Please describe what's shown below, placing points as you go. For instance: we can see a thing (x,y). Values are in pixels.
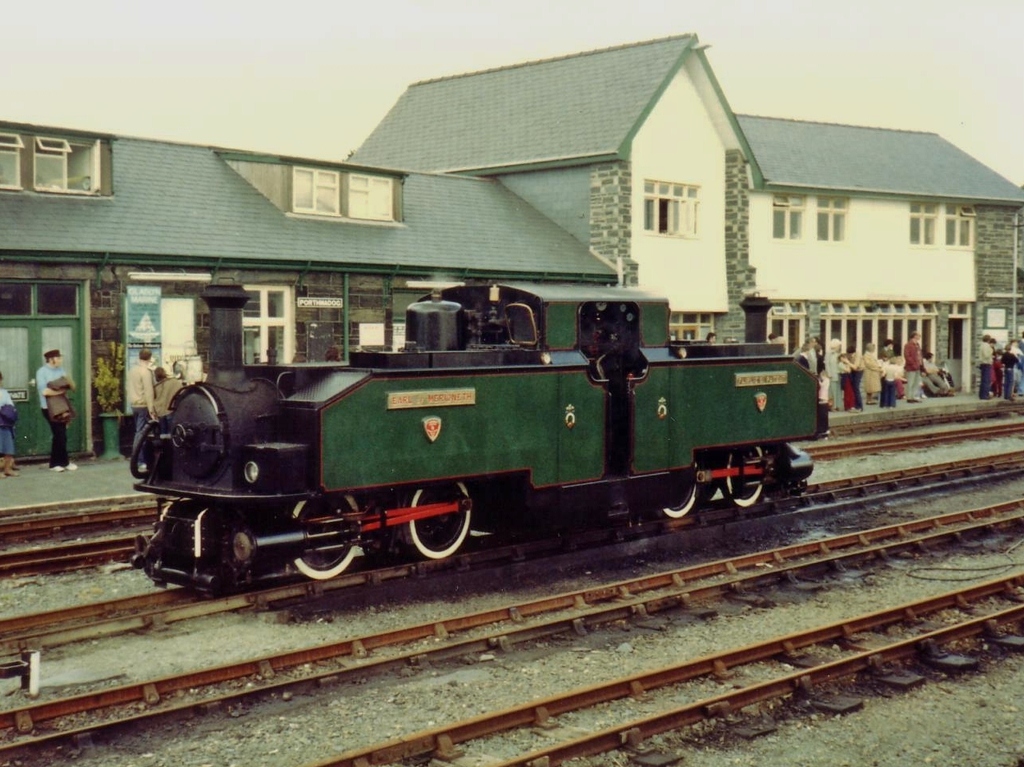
In the center of the image (358,488) we can see a train (638,462). In the background of the image (879,151) we can see a building (629,211), doors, windows (267,336), boards (1006,322), pot (115,428), plant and some people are standing on the footpath (1011,400) and some of them are sitting. At the bottom of the image (912,524) we can see the railway tracks (261,668). At the top of the image (319,81) we can see the sky (462,21).
